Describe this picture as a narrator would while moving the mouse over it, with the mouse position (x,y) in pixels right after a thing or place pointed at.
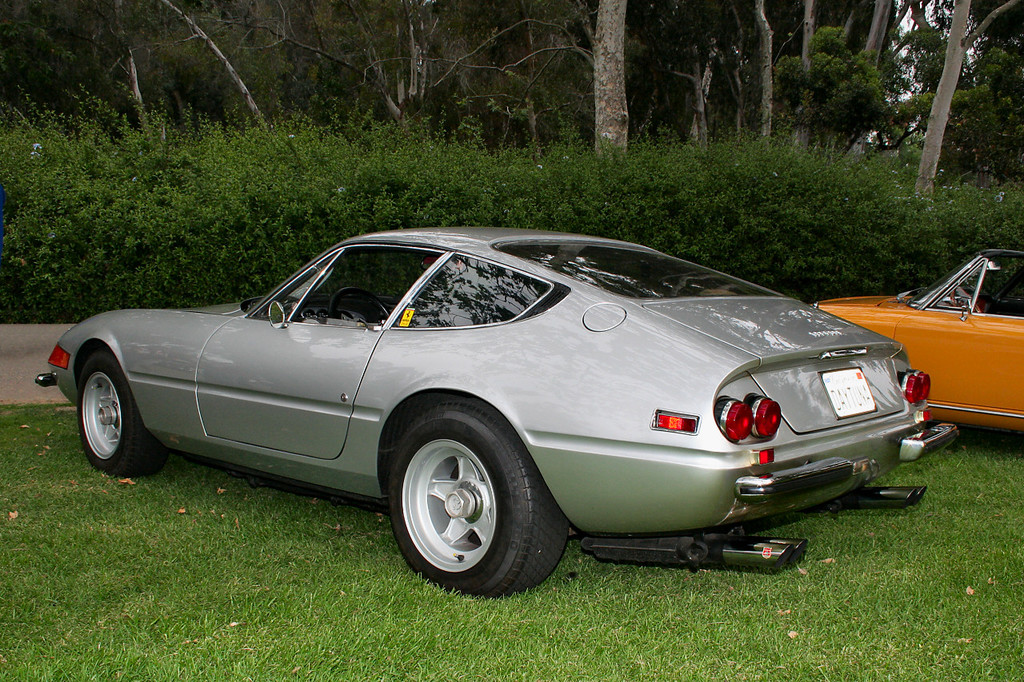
In this image I can see two vehicles (746,455). There are trees (984,32), plants (110,306) and there is grass (86,598).
